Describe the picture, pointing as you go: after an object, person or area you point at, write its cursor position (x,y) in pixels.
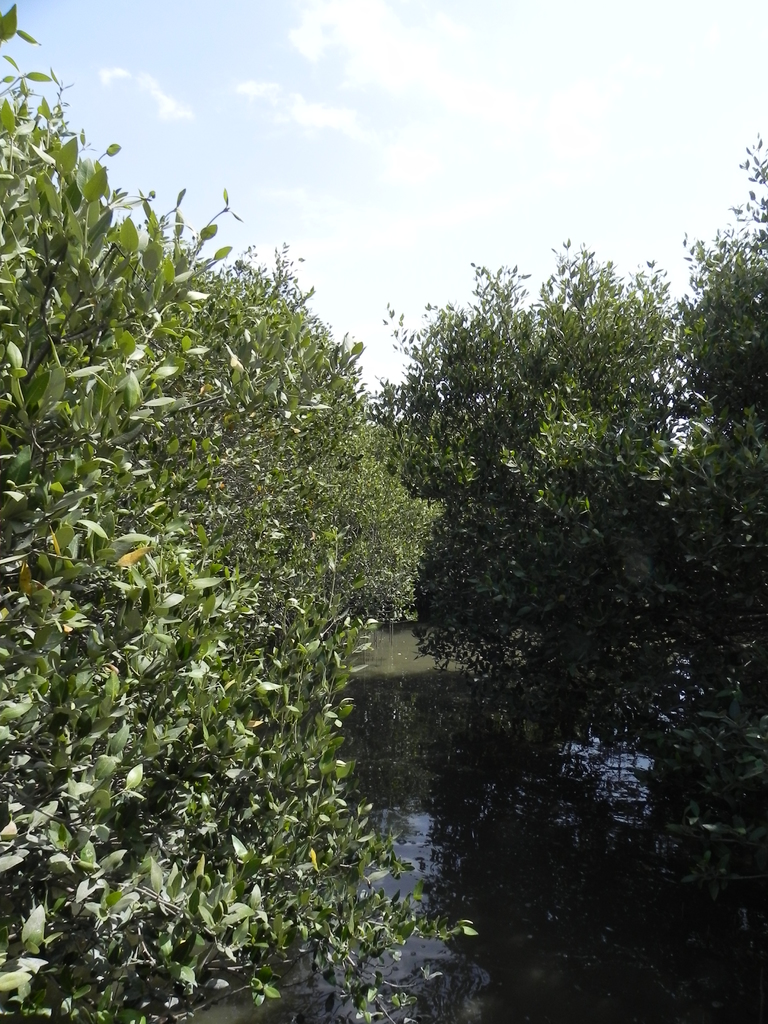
In this picture, I can see a small lake (451,764) and certain trees (408,396) and sky (524,195).
